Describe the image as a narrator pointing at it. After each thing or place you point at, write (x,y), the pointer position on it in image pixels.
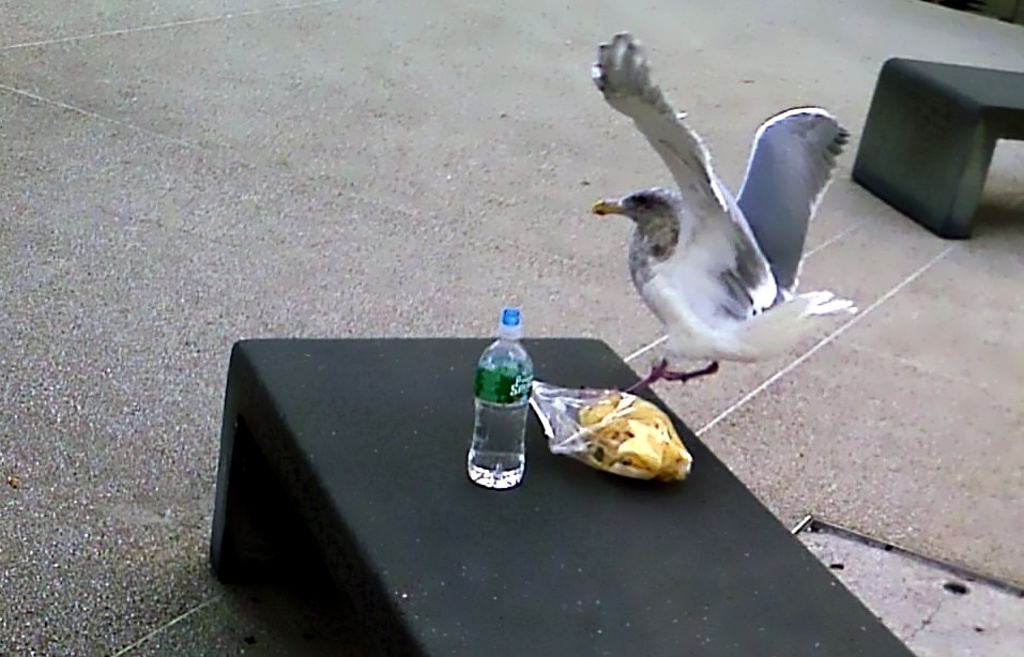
Here we can see a bird (703,196), food packet (622,461), and a bottle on a platform (434,654). This is floor (448,205).
